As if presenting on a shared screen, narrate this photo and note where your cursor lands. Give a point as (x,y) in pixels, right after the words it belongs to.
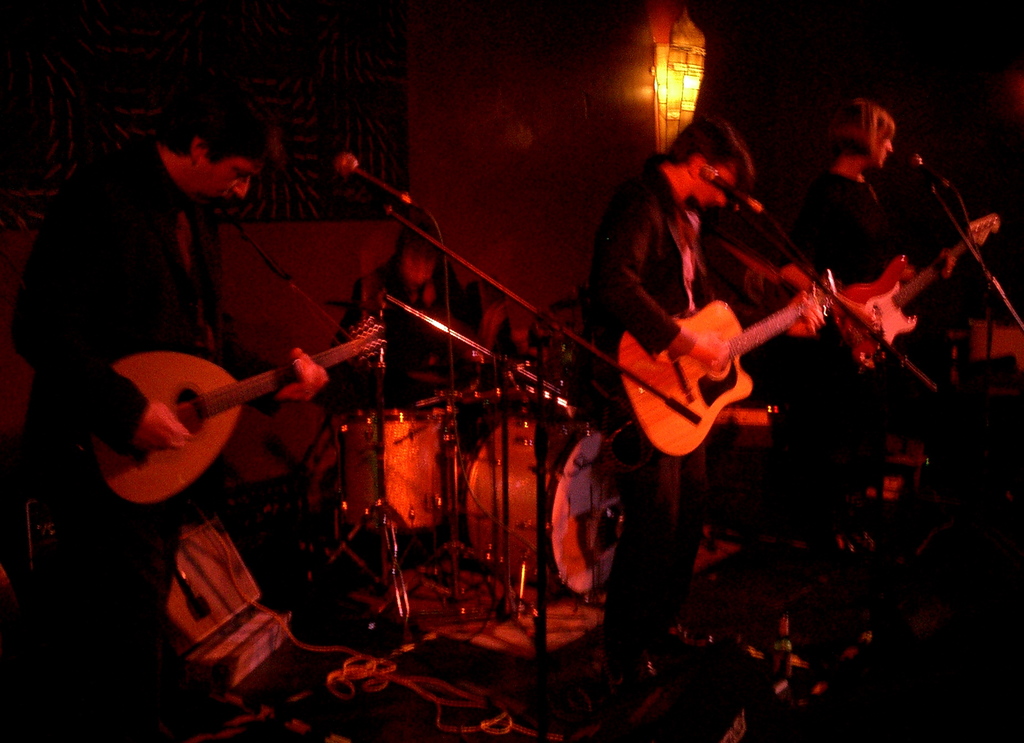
These 3 persons (891,143) are playing a guitar (229,403) in-front of mic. This person (421,254) is sitting on a chair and playing this musical instruments (402,432). On top (682,80) there is a light (671,98).
